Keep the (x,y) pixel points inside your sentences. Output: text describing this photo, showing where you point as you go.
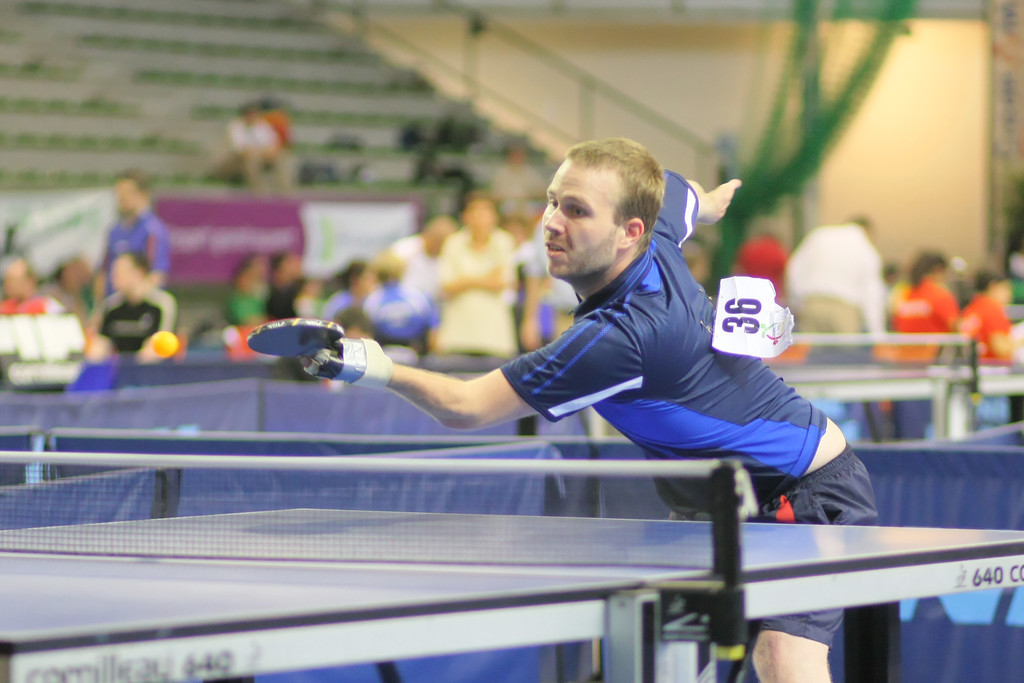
This picture seems to be clicked inside the stadium (427,10). On the right (703,289) we can see a person (669,318) wearing blue color t-shirt (743,416), standing and seems to be playing a table tennis game. In the foreground (370,547) we can see the table tennis table (209,566). In the background (306,184) we can see the staircase (318,46), handrail (491,28), group of persons (363,281), wall (903,120) and many other objects (953,410).
